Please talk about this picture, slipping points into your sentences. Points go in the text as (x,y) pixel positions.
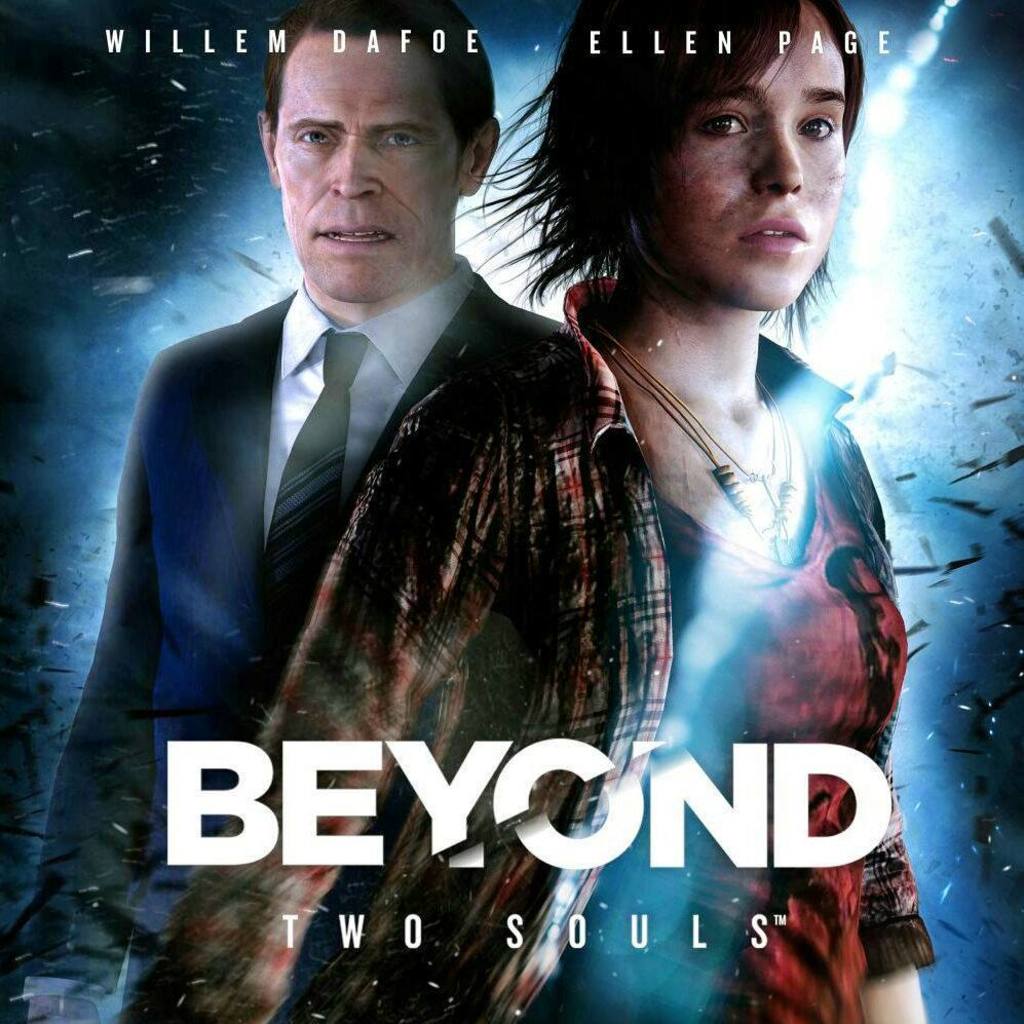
In this image we can see a poster (685,421). On this poster (846,375) we can see picture (411,77) of a man (372,73) and a woman (629,461). Here we can see something is written on it.
